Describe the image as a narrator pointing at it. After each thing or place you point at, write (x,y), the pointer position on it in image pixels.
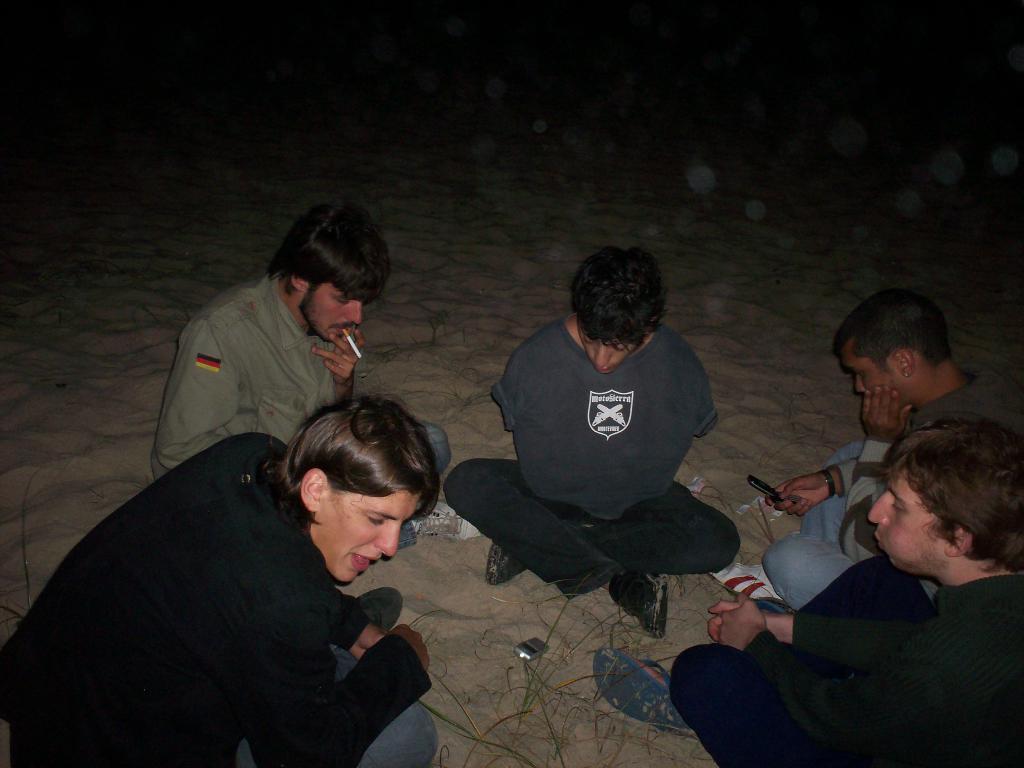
In the picture we can see a few people (987,582) are sitting on the sand surface (460,590) one man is smoking and one is operating a mobile phone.
